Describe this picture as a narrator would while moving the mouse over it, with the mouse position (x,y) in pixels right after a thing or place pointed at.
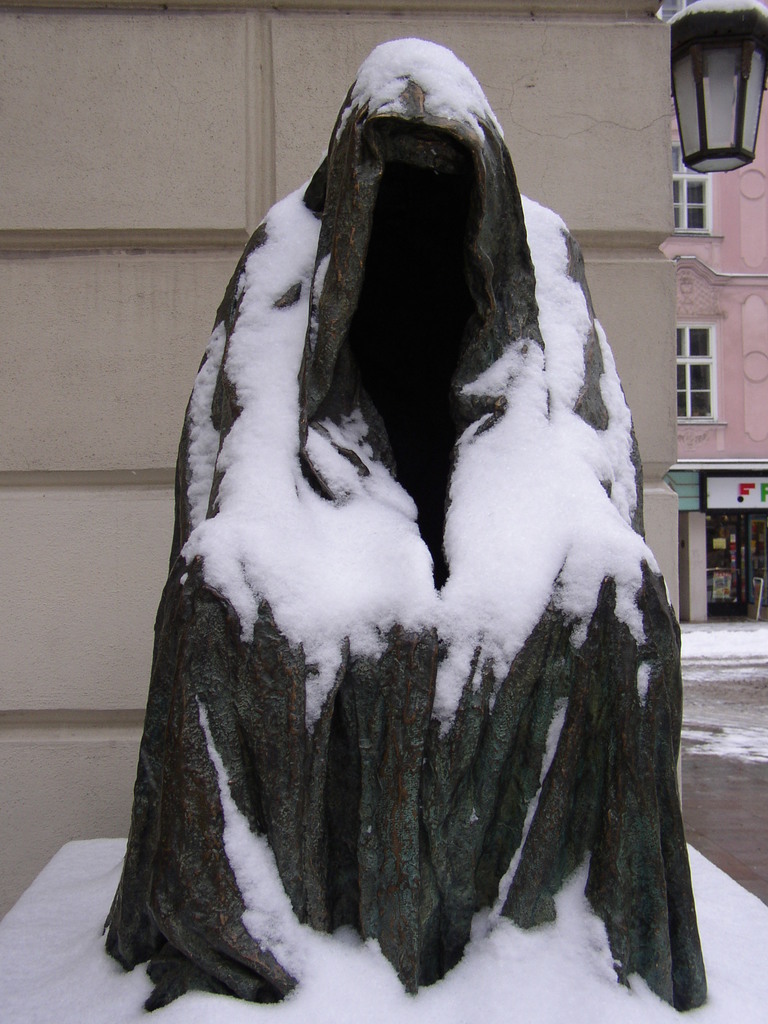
This picture is clicked outside. In the center (477,669) we can see the snow (361,503) and the sculpture (388,756) of some object (512,230). In the background (676,178) we can see the lamp (760,97), buildings (651,180) and the windows (701,219) of the building (701,295) and we can see the board (728,501) and some other items (717,579).
